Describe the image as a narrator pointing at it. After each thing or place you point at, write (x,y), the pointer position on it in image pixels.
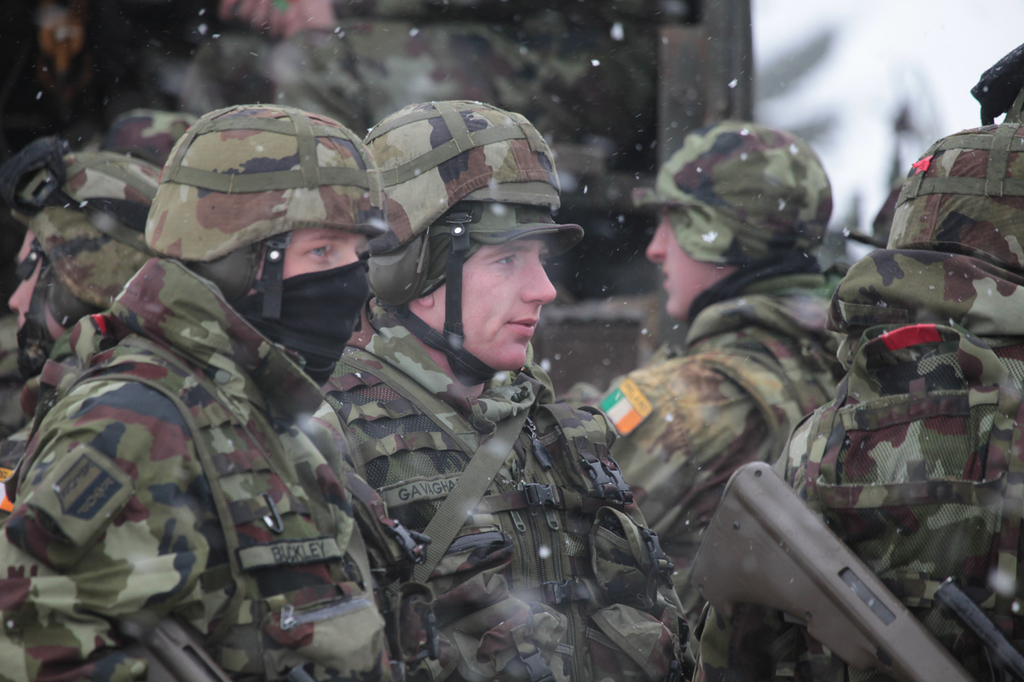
In this picture we can see a group of people (597,451), some people (633,451) are wearing caps (895,243), here we can see a gun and in the background (553,347) we can see it is blurry.
